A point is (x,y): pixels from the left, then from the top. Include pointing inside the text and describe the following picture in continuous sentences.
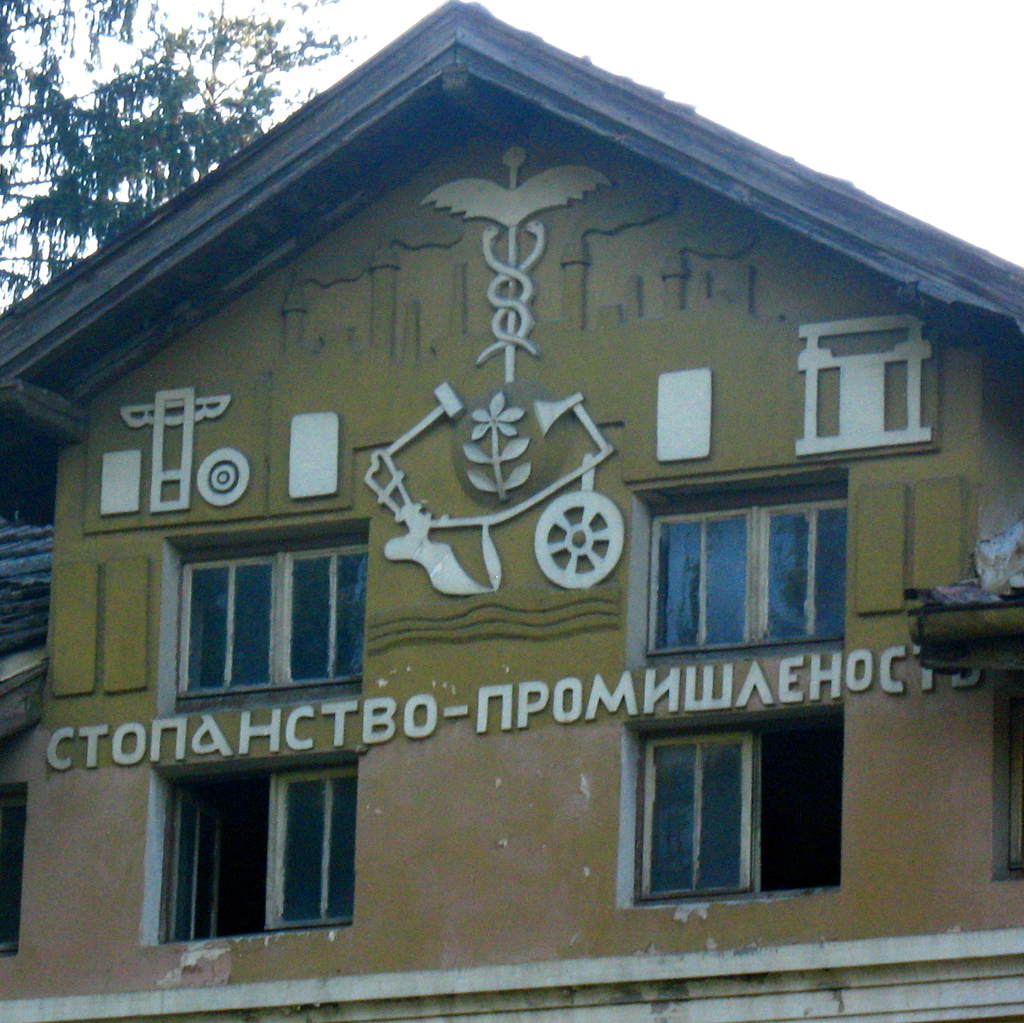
In this picture there is a house (614,643). Here we can see many windows (739,796). On the top (802,67) there is a sky (857,41). On the top left corner (202,38) we can see trees (150,72).
